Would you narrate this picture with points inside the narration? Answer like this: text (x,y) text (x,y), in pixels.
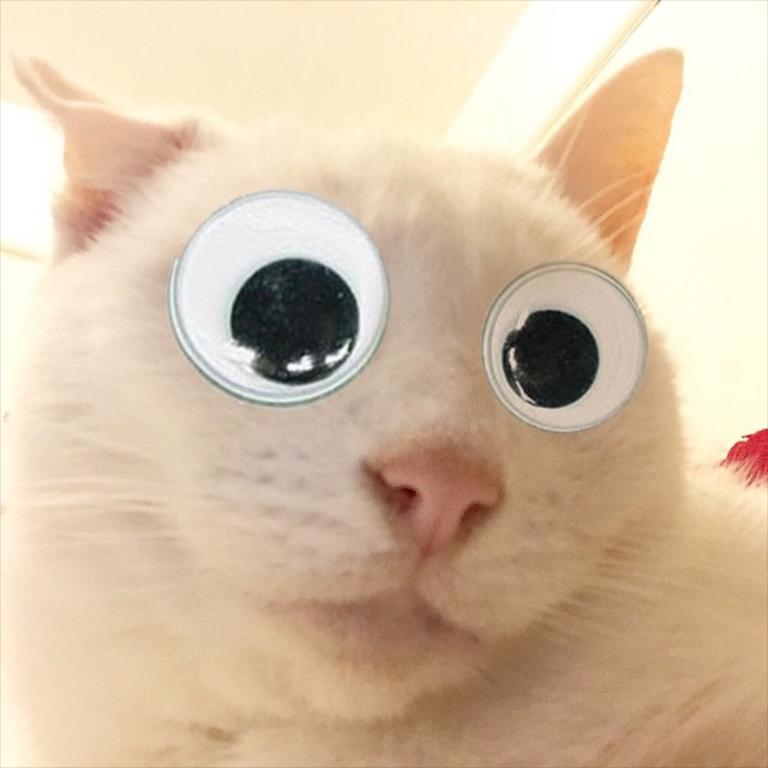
In this image I can see a white color with white color eyes (629,367), those are made up of things (316,327).
